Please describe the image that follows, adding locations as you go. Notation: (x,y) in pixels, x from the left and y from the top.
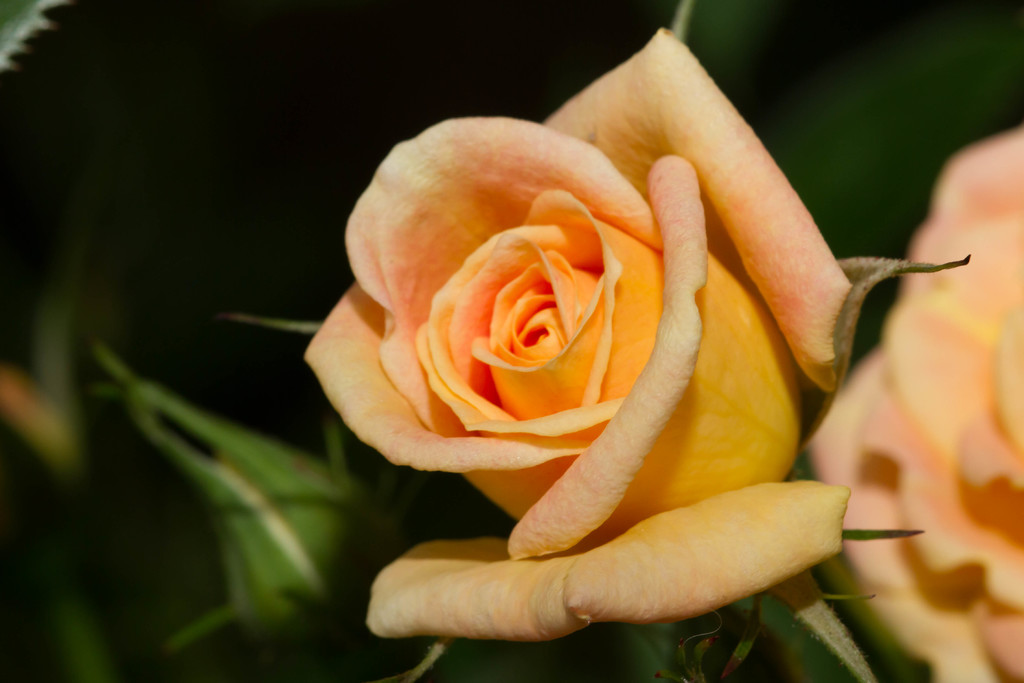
In this image I can see on the right side (897,265) there are rose flowers (783,473). On the left side (282,468) there is a bud (325,531).
